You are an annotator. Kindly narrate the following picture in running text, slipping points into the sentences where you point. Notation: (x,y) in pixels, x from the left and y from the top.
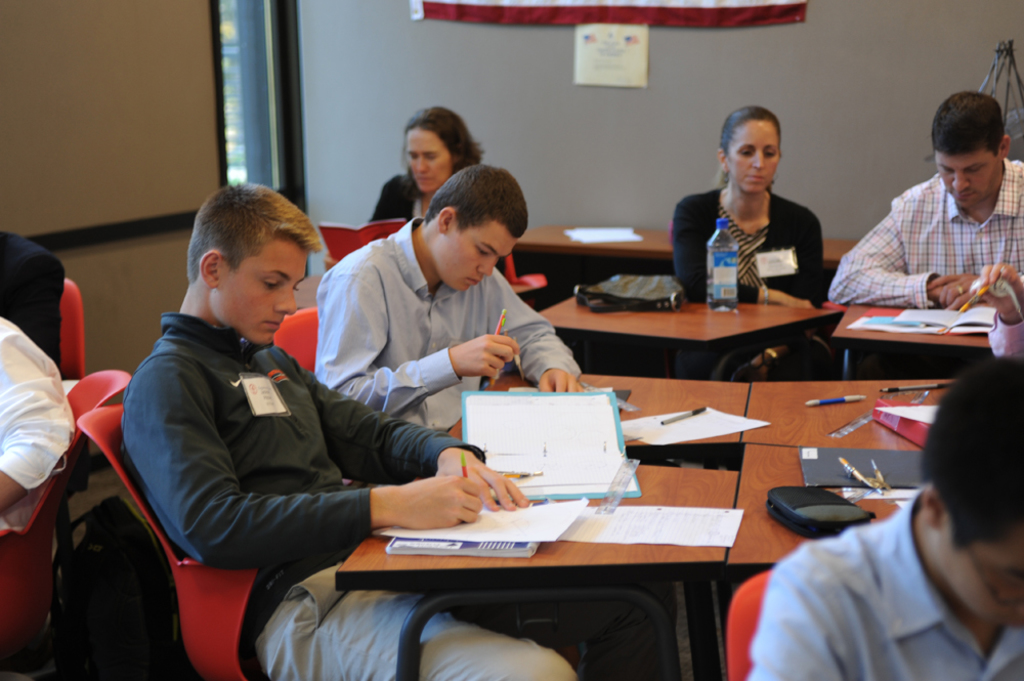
Here there are few persons (521,492) sitting on the chairs (742,679) at the table (689,560) and on the table (695,655) we can see papers (677,536), pens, water bottle (732,288), bag (634,301) and other objects (419,553) and among them a person (436,625) is writing on a paper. In the background (613,56) there is a banner (597,21) and a board (581,58) on the wall (531,92), window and other objects (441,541).
